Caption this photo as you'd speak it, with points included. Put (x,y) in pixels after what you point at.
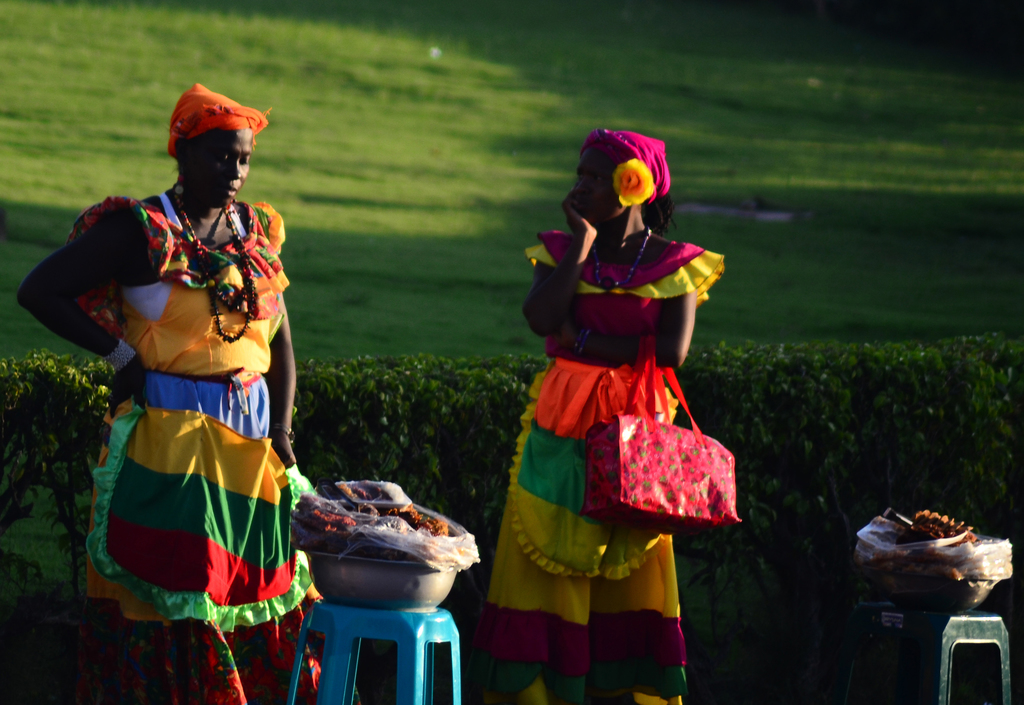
This is an outside view. Here I can see two women (196,320) standing. At the bottom (932,649) I can see two stools (454,647) on which two bowls (895,583) are placed. At the back of these people (239,474) I can see the plants (438,419). In the background (456,126), I can see the grass (383,129).
